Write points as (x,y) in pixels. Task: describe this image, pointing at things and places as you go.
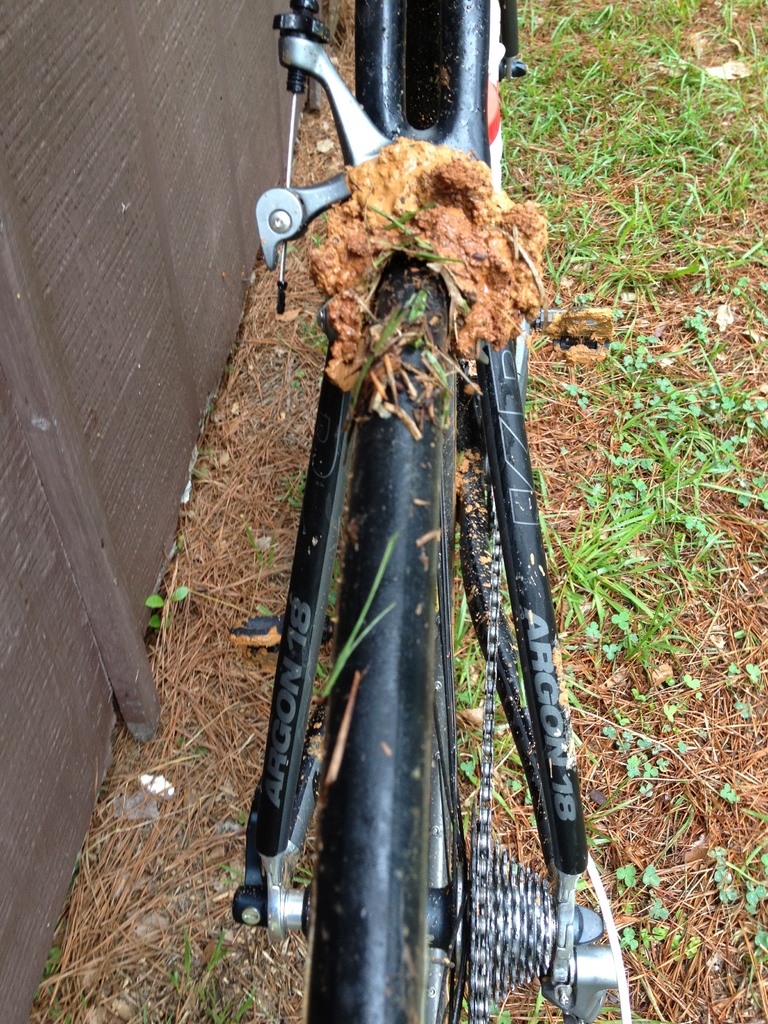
In this picture I can observe a bicycle (415,290) in the middle of the picture (408,484). I can observe some grass (613,386) on the land (623,365).
